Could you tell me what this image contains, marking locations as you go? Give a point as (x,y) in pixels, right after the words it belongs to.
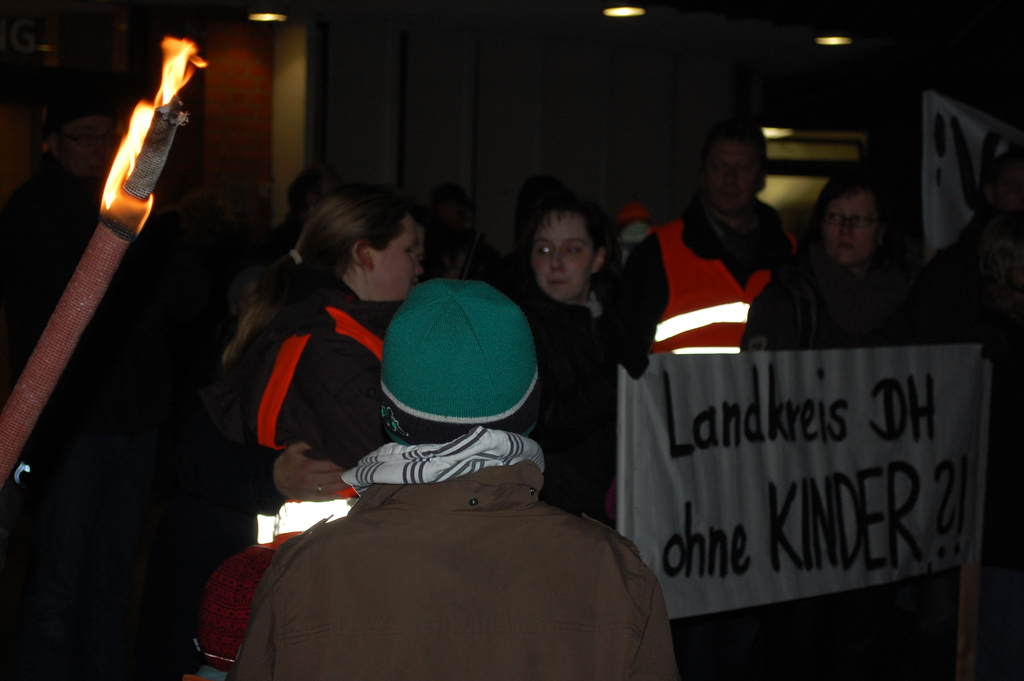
In this picture I can see people (528,470) who are standing in front (467,516) and I see a banner (720,359) in front (701,519) on which there is something written and on the left side of this image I see the fire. In the background (265,20) I see the lights (634,11) on the top of this image (605,13).
